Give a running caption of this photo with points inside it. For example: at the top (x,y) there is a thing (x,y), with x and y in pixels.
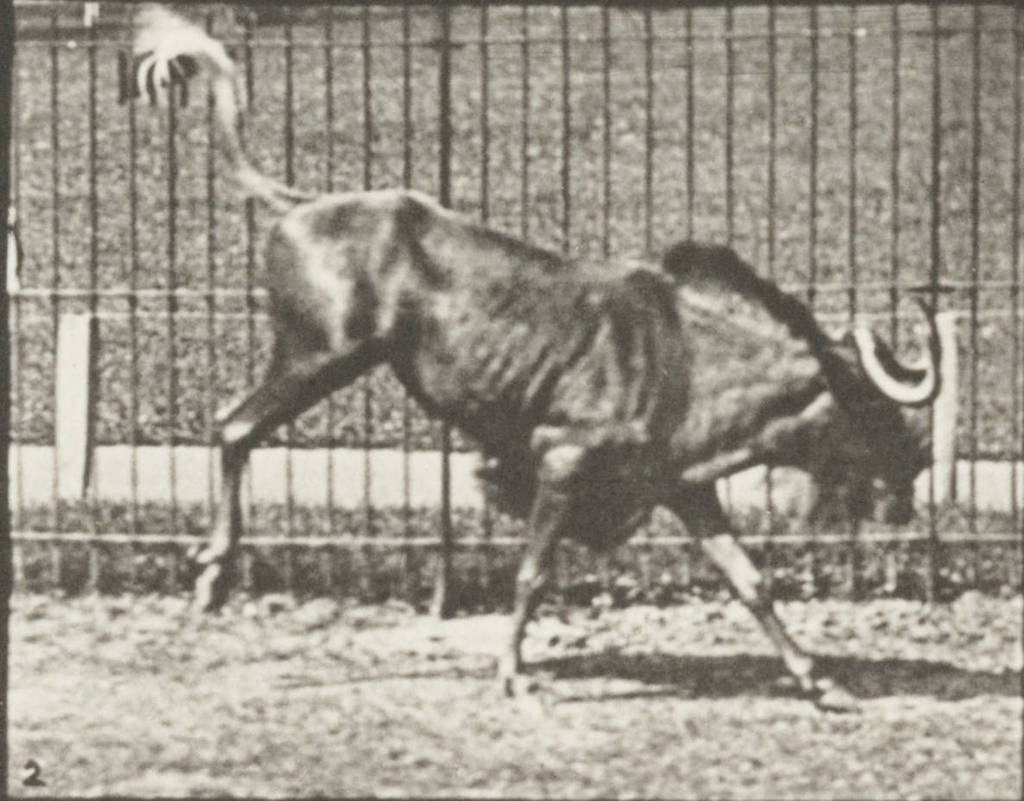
In this picture we can see one animal (502,368), around we can see fencing (447,195).
